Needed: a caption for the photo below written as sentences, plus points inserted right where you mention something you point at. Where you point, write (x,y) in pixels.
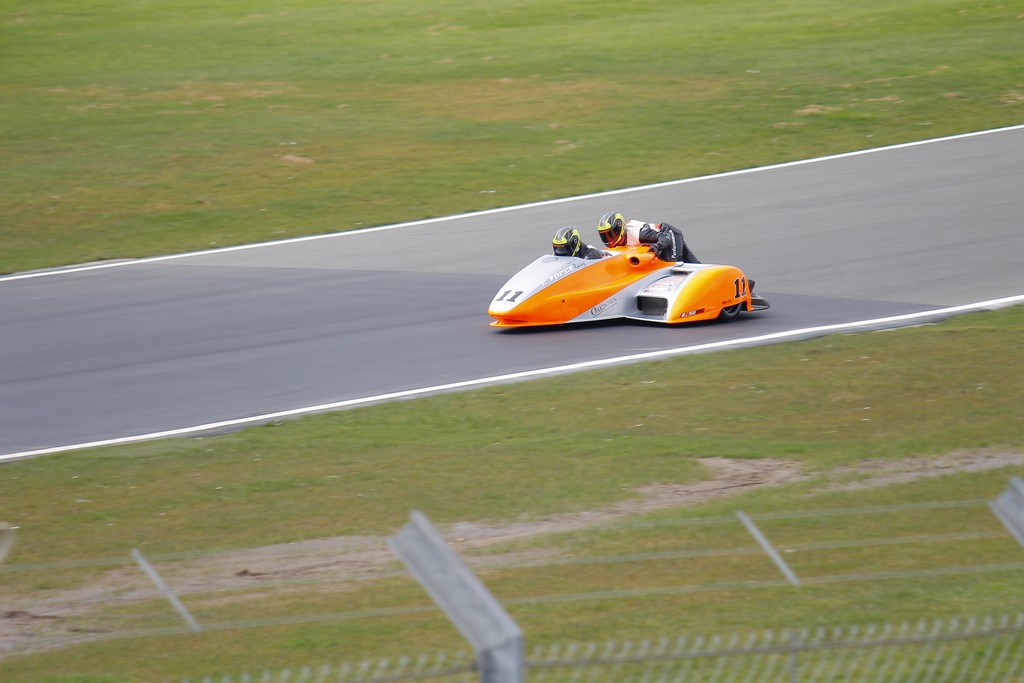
In this image there is a racing car (630,314) moving on the road (345,294) with the persons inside it. On both side of the road (348,285) there is grass (538,452). In the front (647,657) there is a fence (550,659).
